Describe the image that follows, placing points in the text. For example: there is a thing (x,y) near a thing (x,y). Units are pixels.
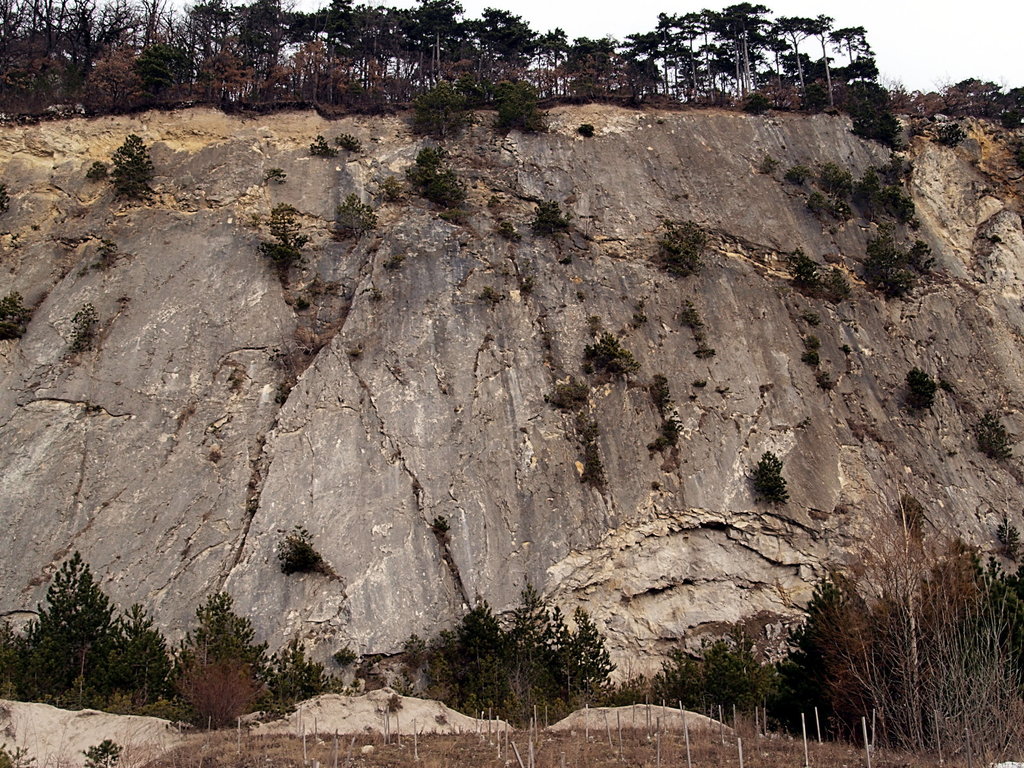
In this image we can see a group of trees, the hill (682,440), rocks (774,601), plants (744,737), some poles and the sky (918,47).
